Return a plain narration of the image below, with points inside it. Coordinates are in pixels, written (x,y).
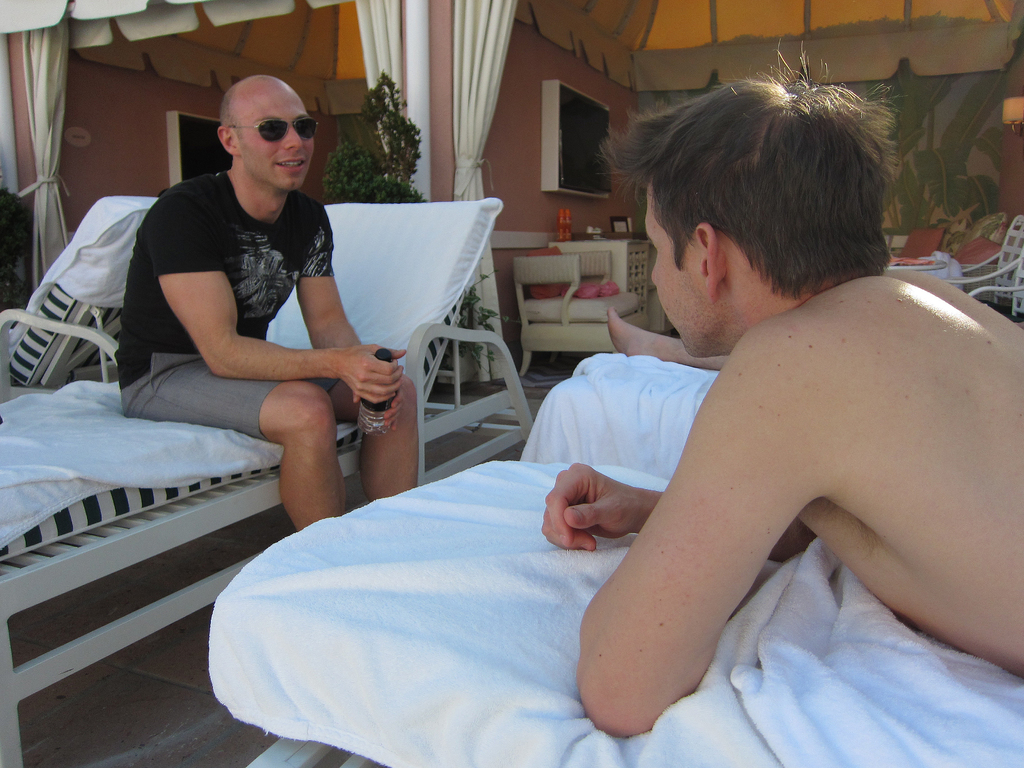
This picture a person (408,477) sitting on bed (121,506) is holding a bottle (388,354). He is goggles (270,131), black shirt (258,327) and short (134,392). At the right side (932,308) there is a person (687,320) lying on the bed (387,544) and backside of this bed (364,282) there is a plant (368,96). Background of the image (557,338) there is a chair (586,309) and television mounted on wall (498,130).
